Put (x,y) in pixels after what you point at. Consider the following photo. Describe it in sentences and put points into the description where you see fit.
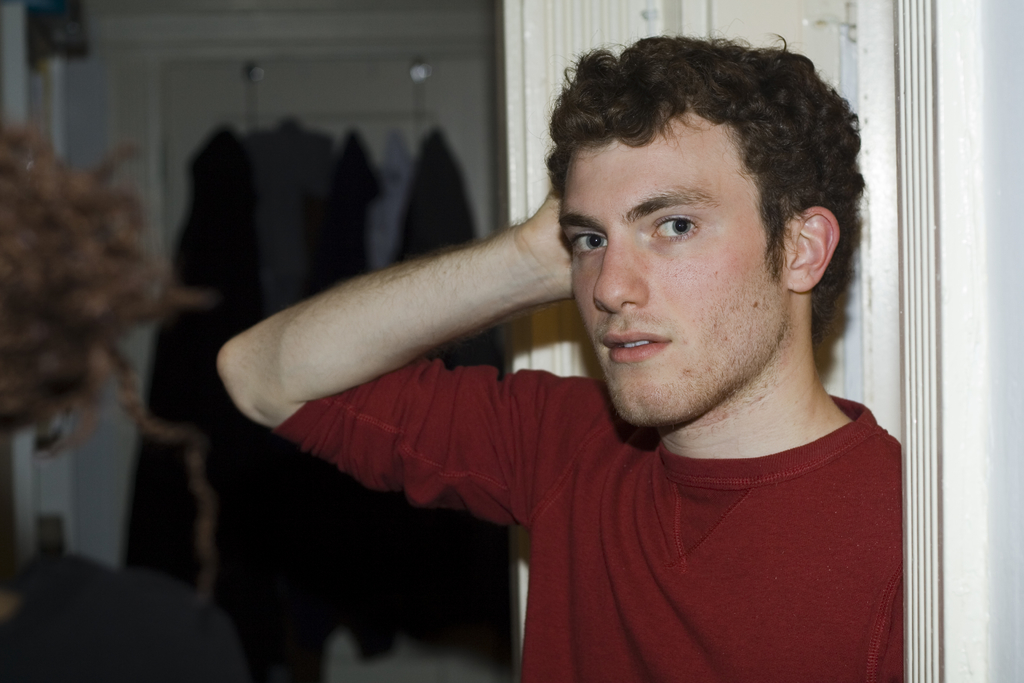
In this image I see a man (605,367) who is wearing red color t-shirt (560,450) and I see the wall (987,56). In the background (228,209) I see the clothes (321,270) hanged on a hanger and I see that it is blurred in the background (233,254).
